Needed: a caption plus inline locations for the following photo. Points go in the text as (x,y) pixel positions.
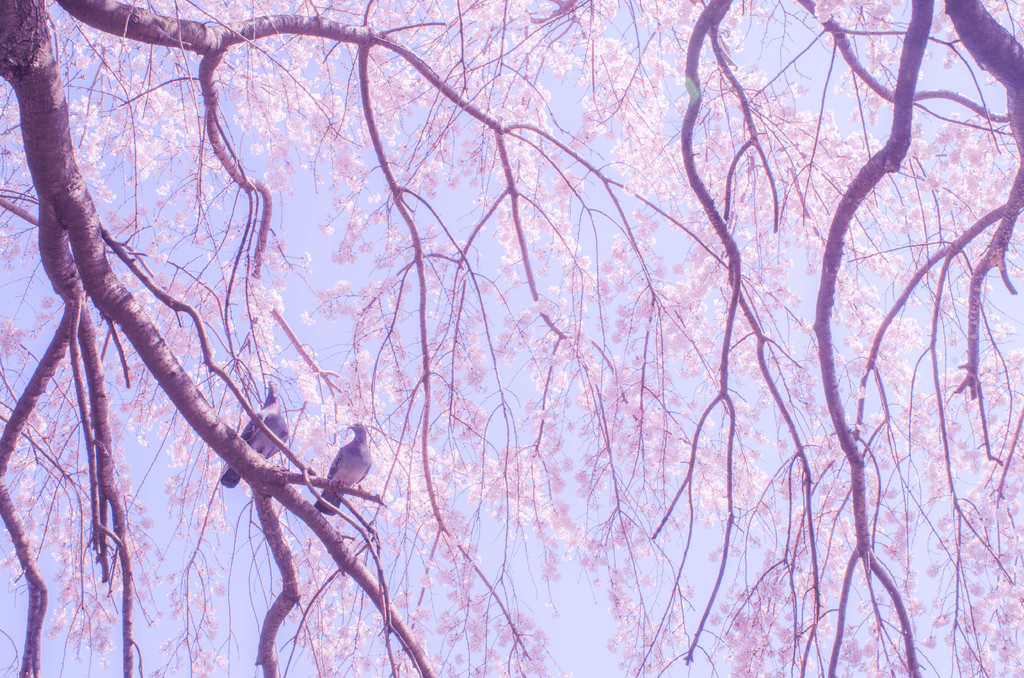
In this image, I can see the trees (891,309) and two birds (347,464) on a branch (267,468). In the background (296,222), there is the sky (312,220).
